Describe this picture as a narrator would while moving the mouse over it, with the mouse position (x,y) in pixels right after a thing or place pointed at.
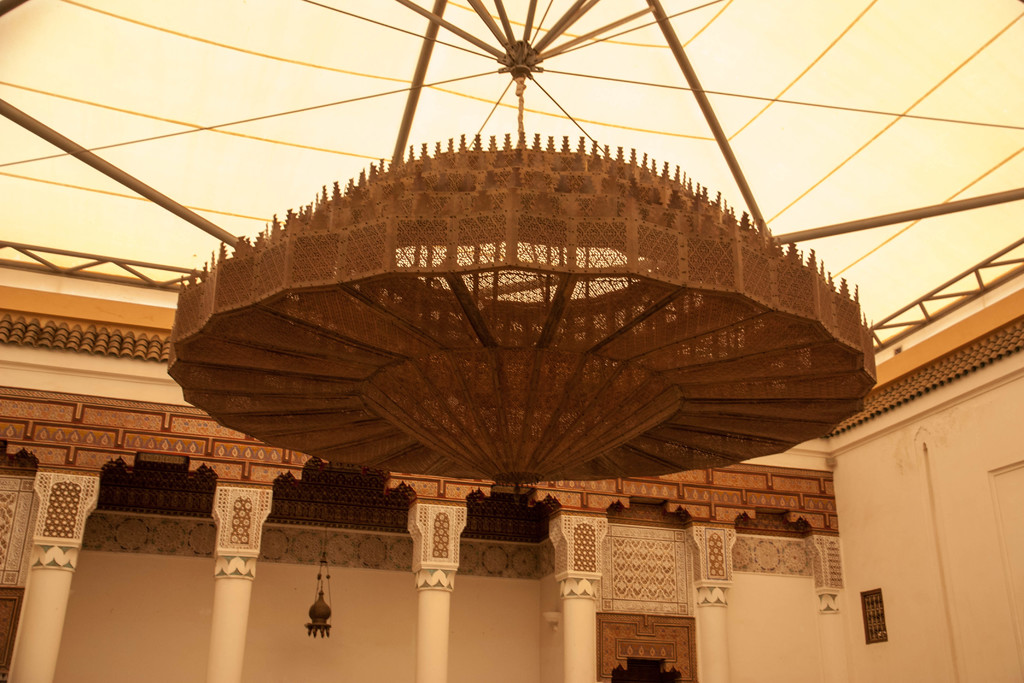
The picture is taken inside a building (467,565). These are pillars (443,614). This is a chandelier (489,294). This is the roof (286,106). There is design (469,556) on the walls (369,499).
